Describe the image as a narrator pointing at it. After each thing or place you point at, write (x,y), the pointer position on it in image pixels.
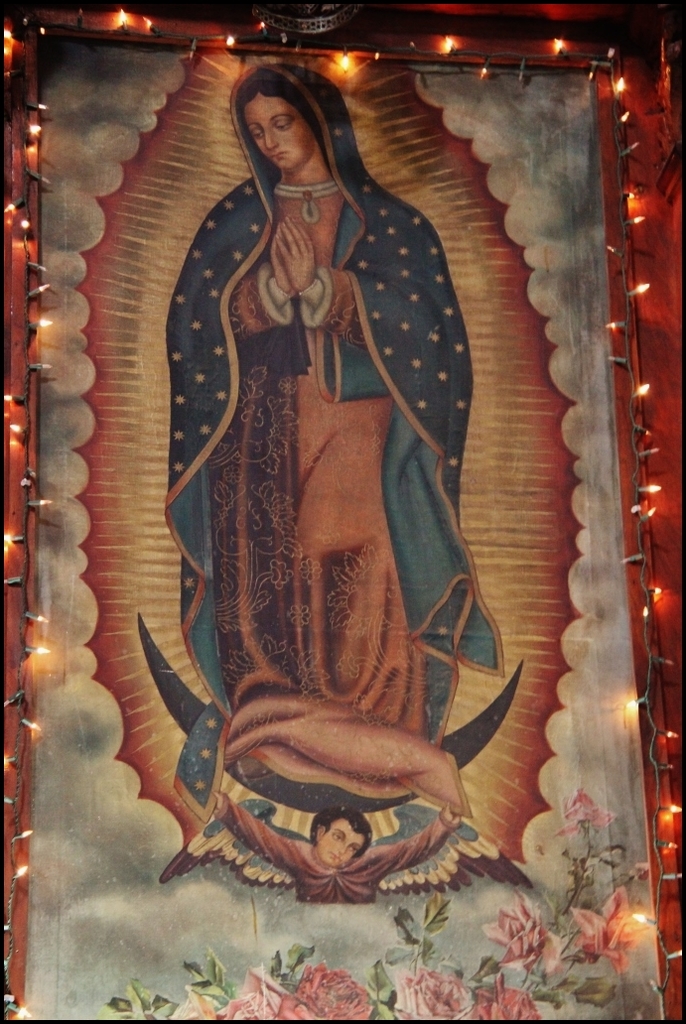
This image consists of a frame (425,39) along with lights (356,44). In which there is a picture (371,928) of a woman (261,704) and a boy (333,879). At the bottom (404,919), there are flowers (268,995).
